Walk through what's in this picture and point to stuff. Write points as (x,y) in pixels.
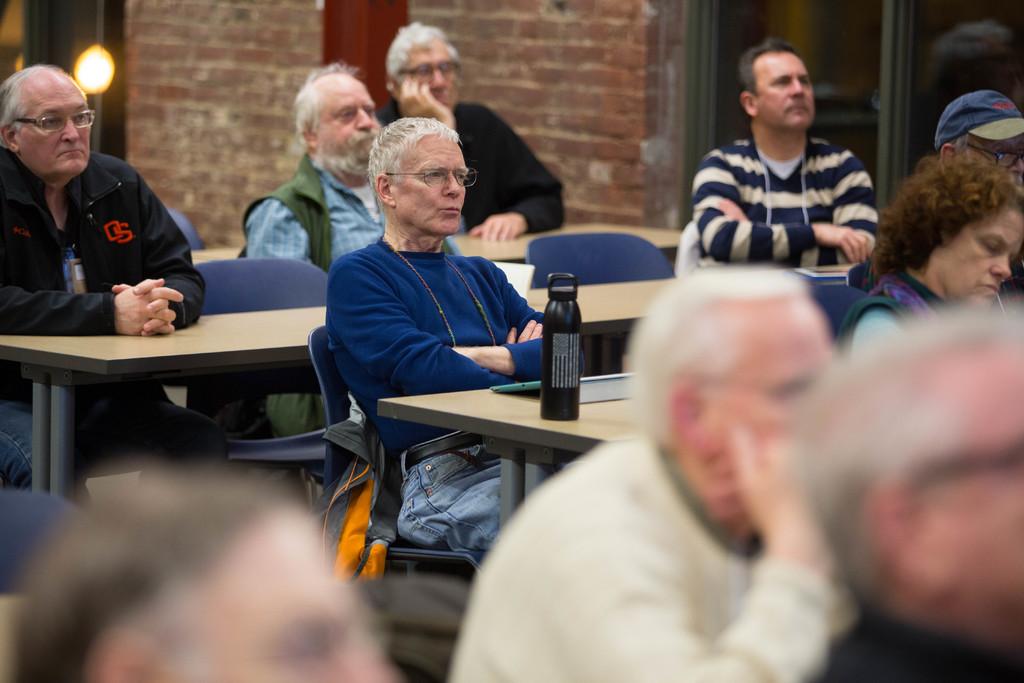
There are people (77,102) sitting on chairs (596,261) and we can see tables (543,304) and we can see bottle (559,380) and object (610,381) on this table (520,432). Background (268,21) we can see wall (505,26), light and glass (72,38).
